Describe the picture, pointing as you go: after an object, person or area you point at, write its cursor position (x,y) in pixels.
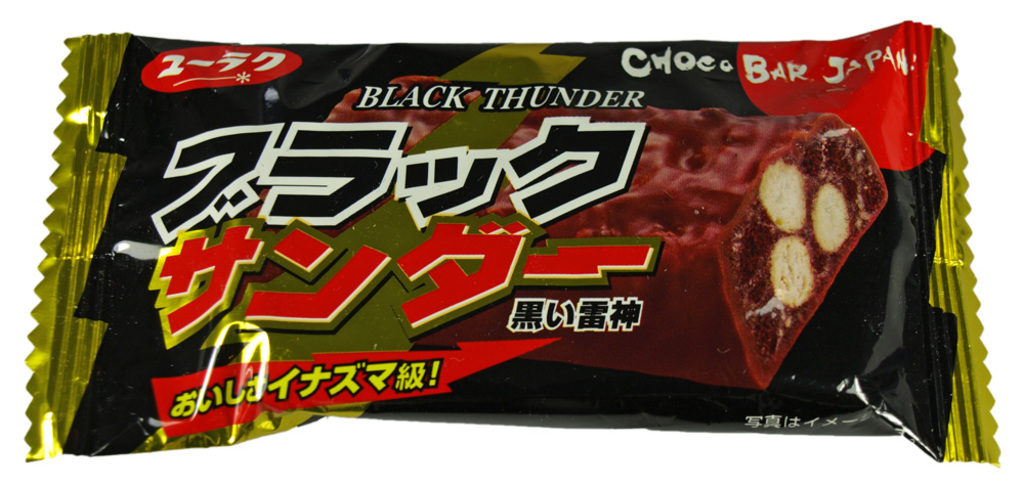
In this picture we can see a chocolate wrapper (216,234). Behind the chocolate wrapper (364,140), there is a white background (202,11).
